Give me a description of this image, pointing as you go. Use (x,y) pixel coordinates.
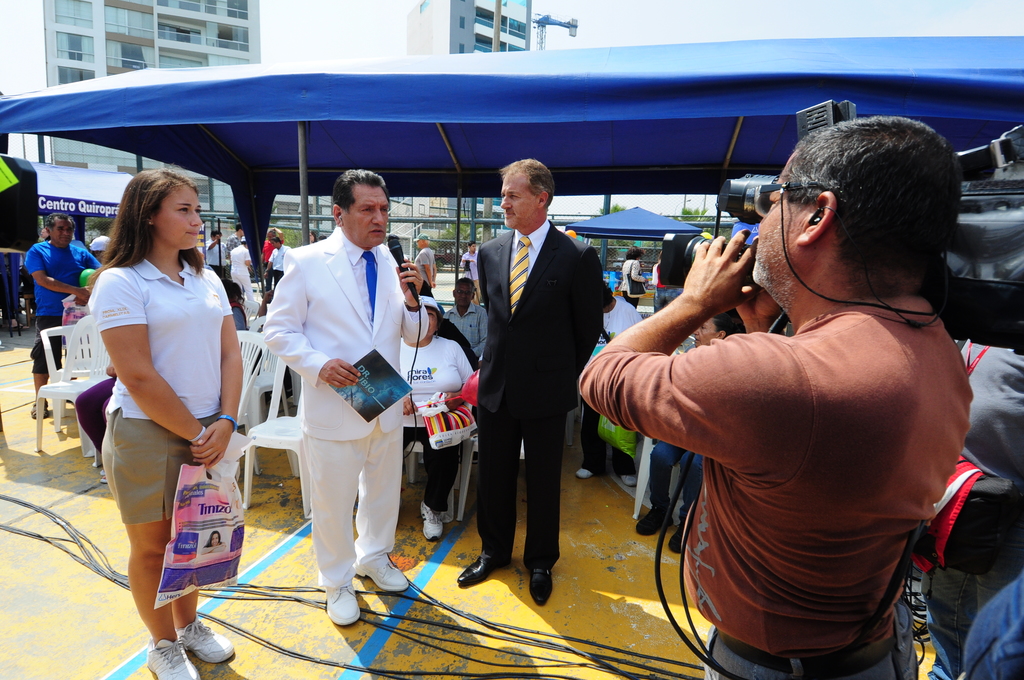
On the left side (159,289), there is a woman (169,424) in a white color t-shirt (166,330), holding a carry bag (229,514) and standing on the floor (210,672). Beside her, there is a person (385,274) in a white color suit (320,324), holding a poster (356,386) with a hand (353,383), holding a microphone (393,243) with other hand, speaking and standing. Besides this person (343,317), there is another person (513,413), standing on the floor (568,543), on which there are cables (533,638). On the right side (905,336), there is a person (911,331) in a brown color t-shirt (855,387), holding a camera (735,203) and standing. In the background (118,90), there are other persons (35,251), sitting under a blue color tent (887,72), there are buildings (89,8), trees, persons (428,277) and there are clouds (829,27) in the sky (822,27).
